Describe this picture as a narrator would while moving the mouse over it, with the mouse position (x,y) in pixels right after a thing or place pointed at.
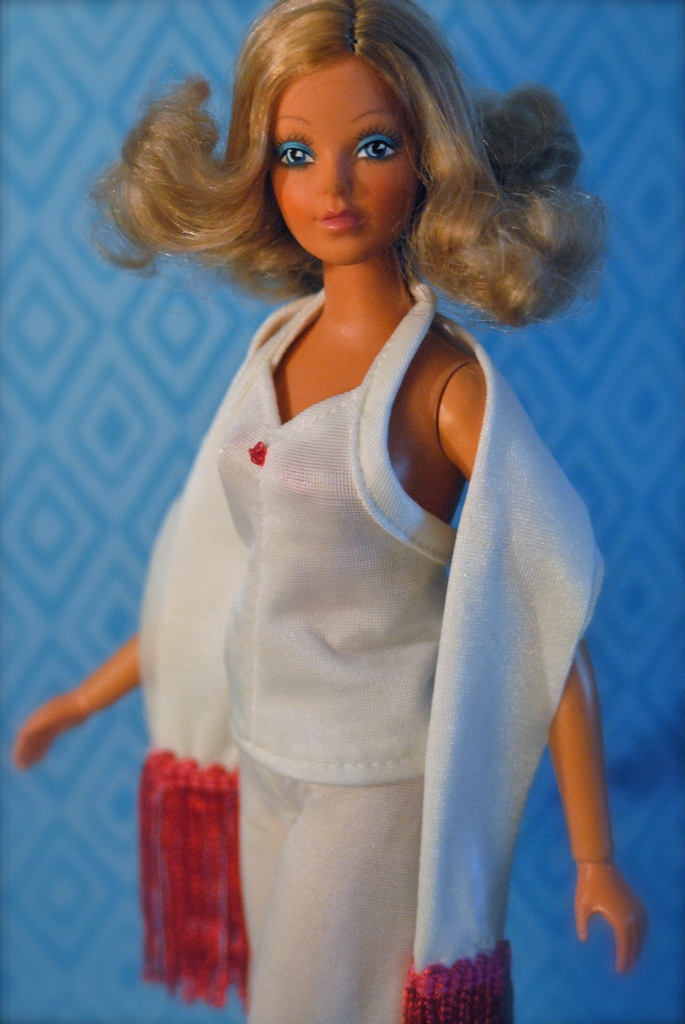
In this picture we can see a doll (380,629) in the front (392,520), we can see cloth (382,725) here, there is a blue color background (626,368).
